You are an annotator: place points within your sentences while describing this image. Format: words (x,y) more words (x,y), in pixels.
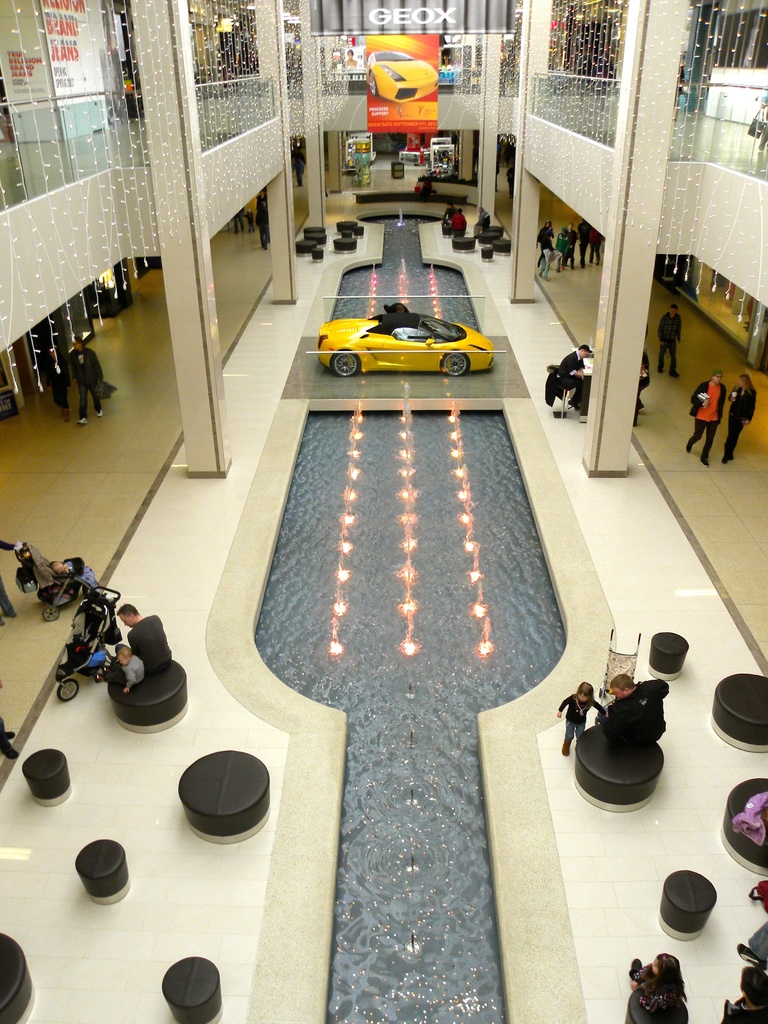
This is car (388,349), this is building (642,163) and banner (433,99), here some people (127,625) are sitting and some people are walking, these are lights (619,95).
